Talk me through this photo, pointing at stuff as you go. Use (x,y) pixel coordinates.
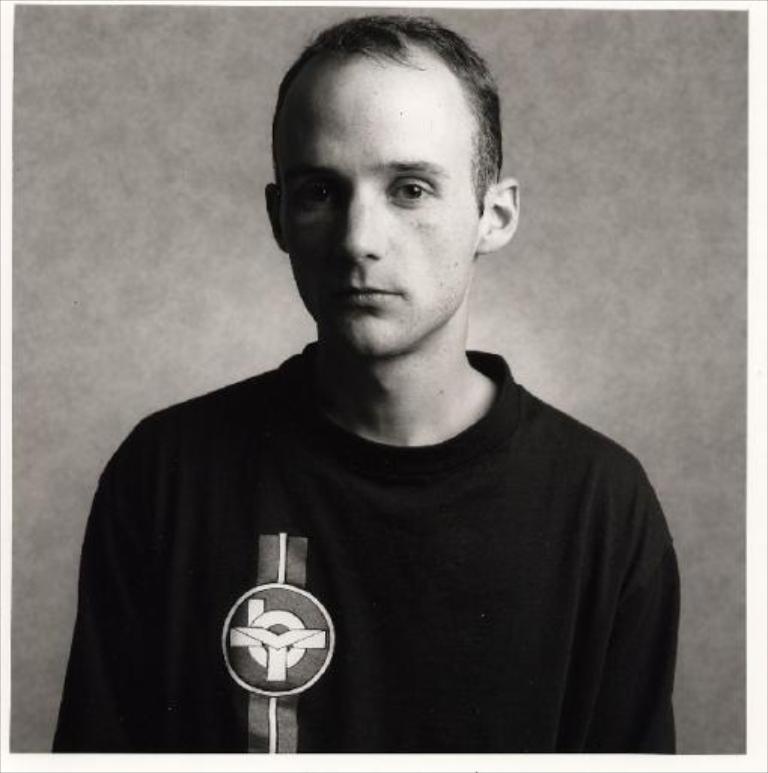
This picture shows a man (458,121). He wore a black t-shirt (463,579).
